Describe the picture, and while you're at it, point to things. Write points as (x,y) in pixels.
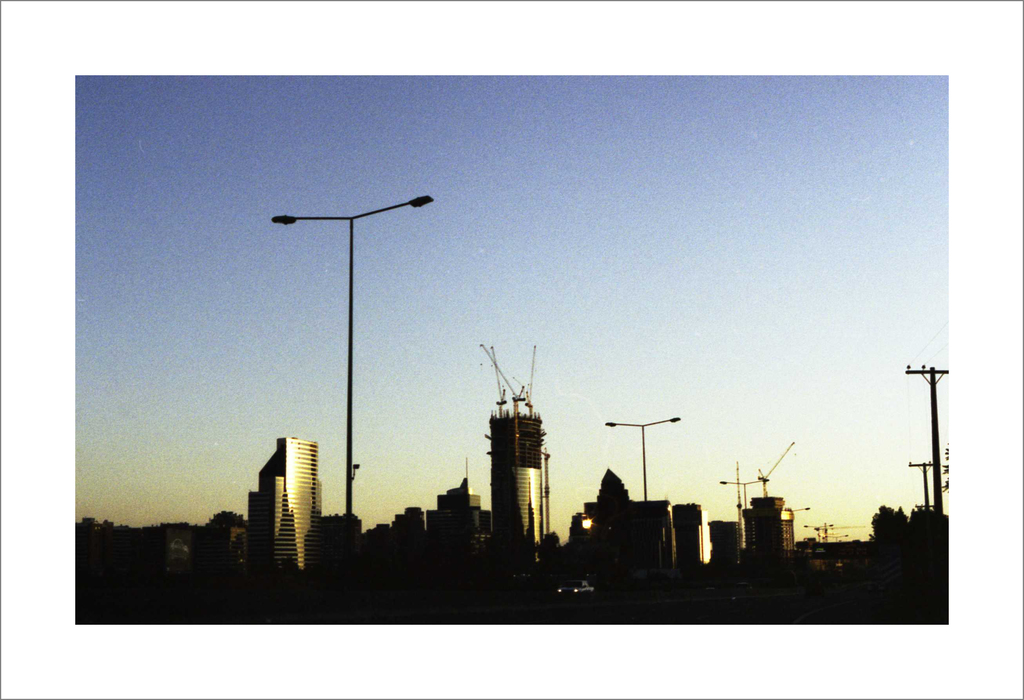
There are few buildings (508,528) and poles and the sky (571,193) is blue in color.
